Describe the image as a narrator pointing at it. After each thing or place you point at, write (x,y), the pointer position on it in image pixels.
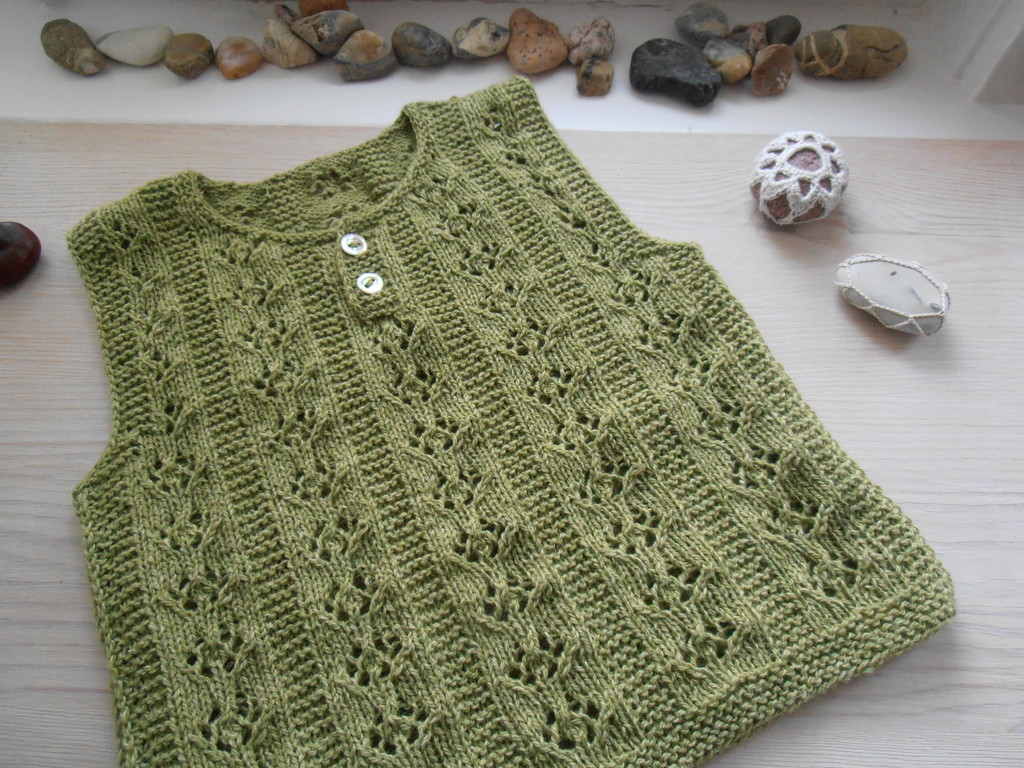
In this image I can see the green color dress (439,509) on the table (918,424). To the side there are colorful rocks (340,71) and I can see the woolen cloth (789,197) is covered to one of the rocks (765,173).
